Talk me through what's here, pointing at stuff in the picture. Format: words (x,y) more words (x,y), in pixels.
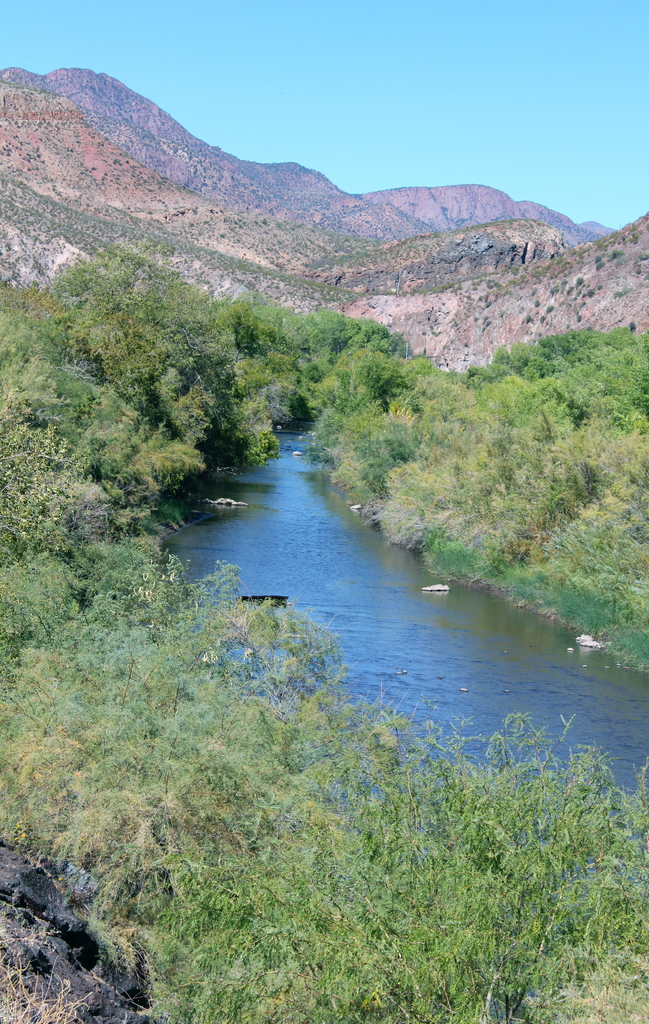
This image is taken outdoors. At the top of the image (172,96) there is the sky (414,103). In the background (86,215) there are a few hills (318,223). In the middle of the image (287,372) there are many plants (139,396) and trees (156,387) on the ground (623,595) and there is a river (354,638) with water (314,600).
